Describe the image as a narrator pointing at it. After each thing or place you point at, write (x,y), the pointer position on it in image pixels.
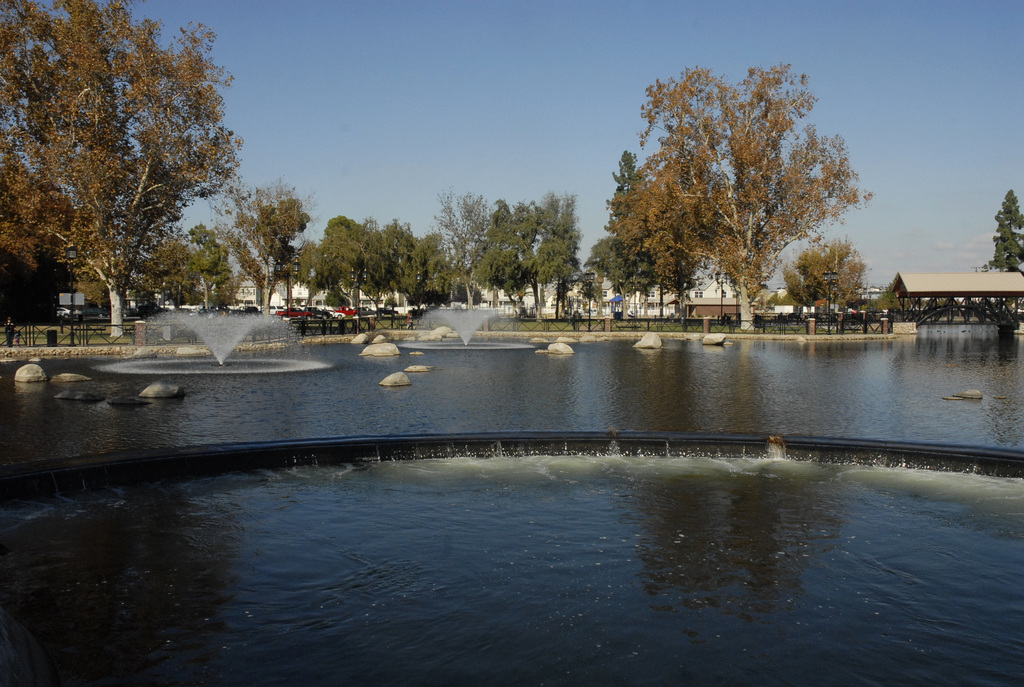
In this image there is a pond (158,448), in that pond (204,444) there are fountains (226,373), stones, in the background (396,254) there are trees (734,264) and shed (949,305) and the sky (526,61).
